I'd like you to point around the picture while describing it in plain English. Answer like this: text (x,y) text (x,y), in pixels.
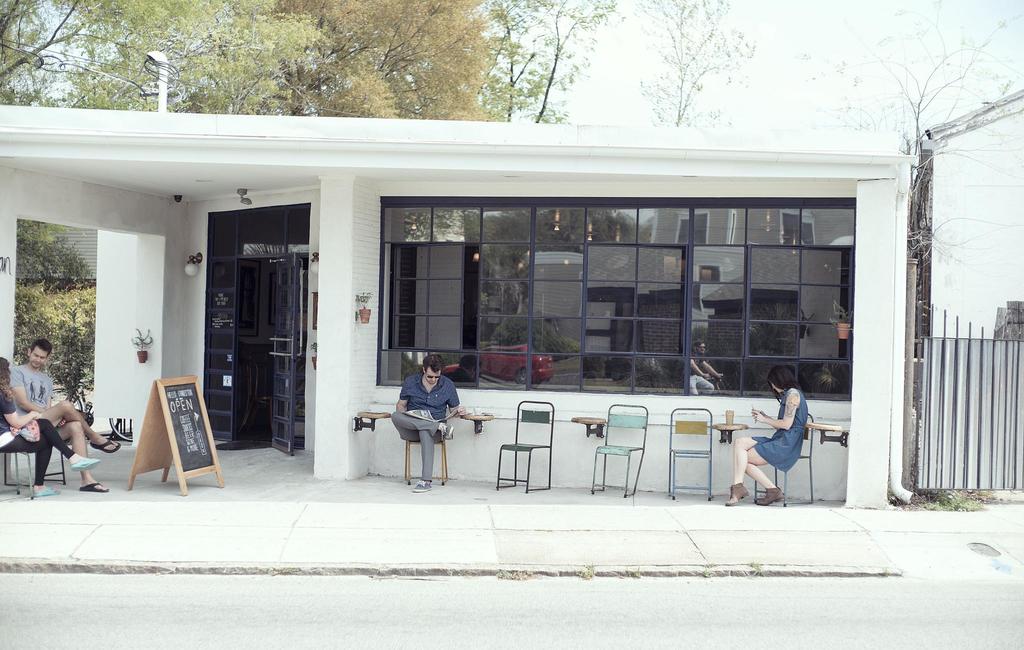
It is a cafe (487,304) and outside the cafe (246,303) there are four people (42,444) sitting on the chairs (696,431) and there is a board (159,435) kept in front of the door (224,358) of the cafe (221,240) and in the background (386,73) there are some trees (505,74).
